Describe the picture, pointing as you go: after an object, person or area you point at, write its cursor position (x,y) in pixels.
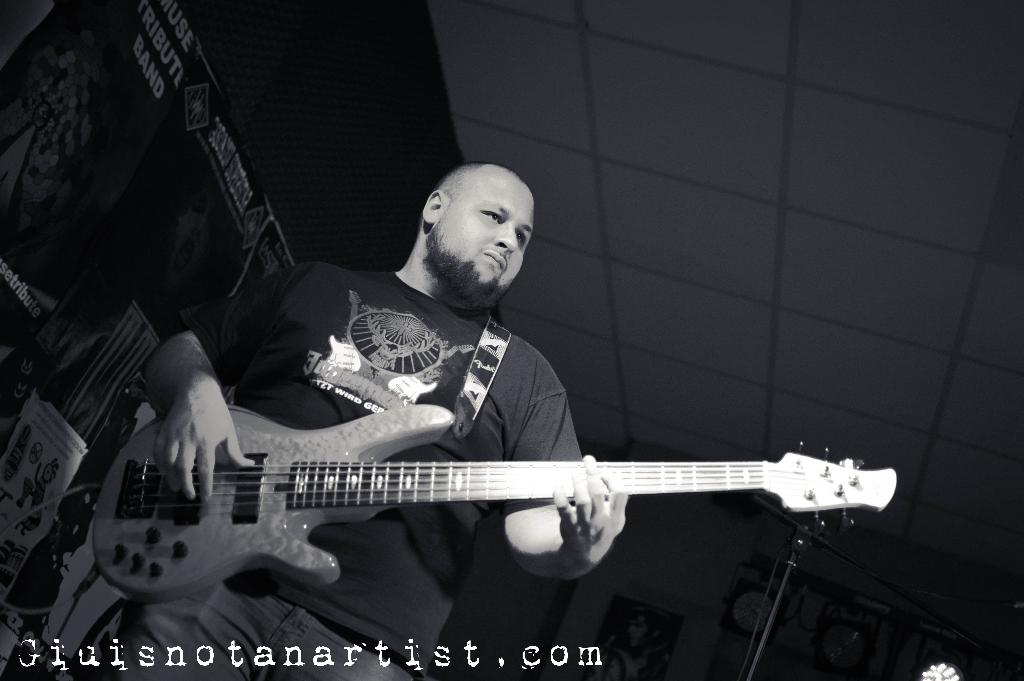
This is a black and white picture. here we can see a man (449,198) standing and playing guitar (337,481). On the background (121,194) we can see posters (75,222).
